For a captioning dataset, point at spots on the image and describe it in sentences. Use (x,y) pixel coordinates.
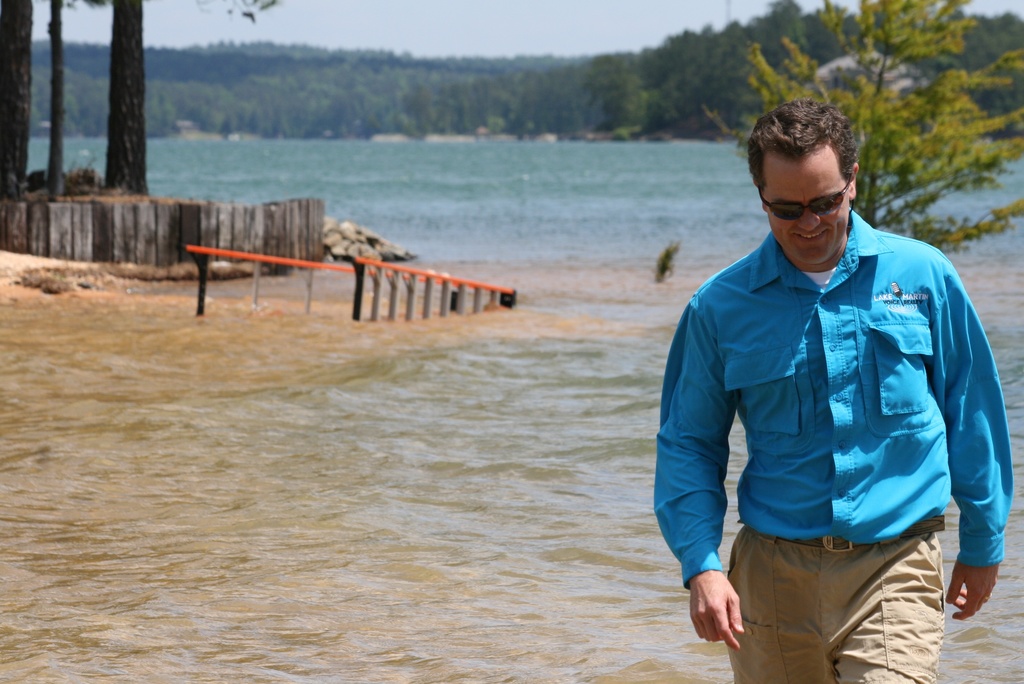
In the background (778,102) we can see the sky (496,54), trees (388,54). In this picture we can see the water (567,298) and it seems like a ladder (502,296) in the water (563,342). On the left side of the picture (160,254) we can see the stones (373,230), wooden railing (76,228) and the tree trunks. On the right side of the picture (873,445) we can see a man (917,284) wearing a blue shirt (921,287), goggles (833,197) and smiling.
